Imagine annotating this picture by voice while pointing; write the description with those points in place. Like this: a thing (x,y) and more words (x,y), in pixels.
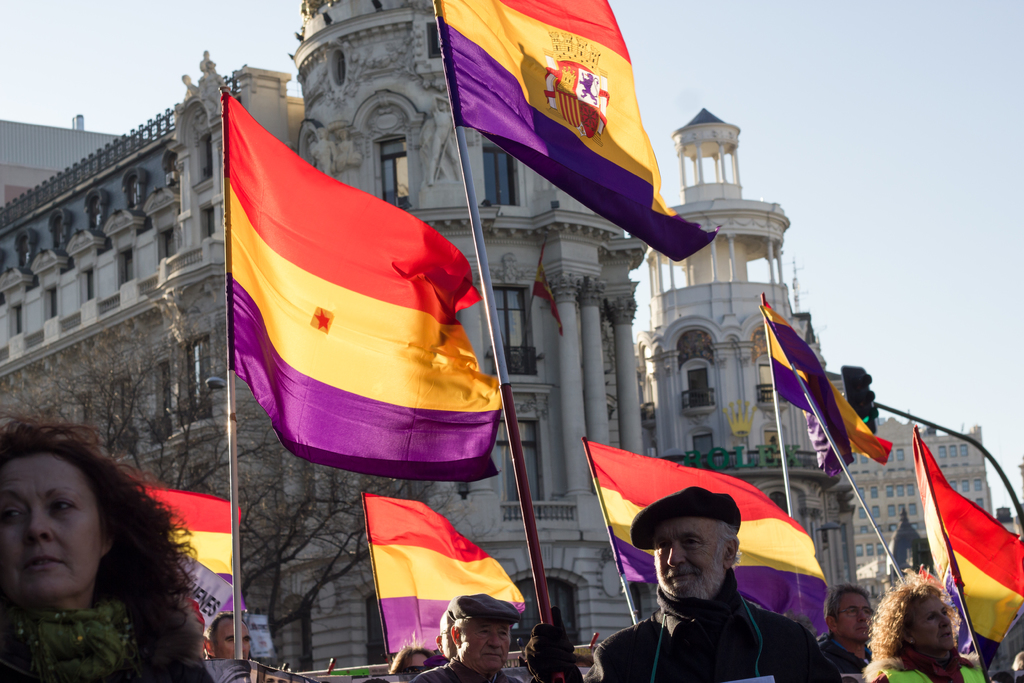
In the picture there are people (3,572) standing, they are catching poles (230,405) with the flags (372,398), behind them there are buildings (158,389) present, there is a clear sky (57,46).
